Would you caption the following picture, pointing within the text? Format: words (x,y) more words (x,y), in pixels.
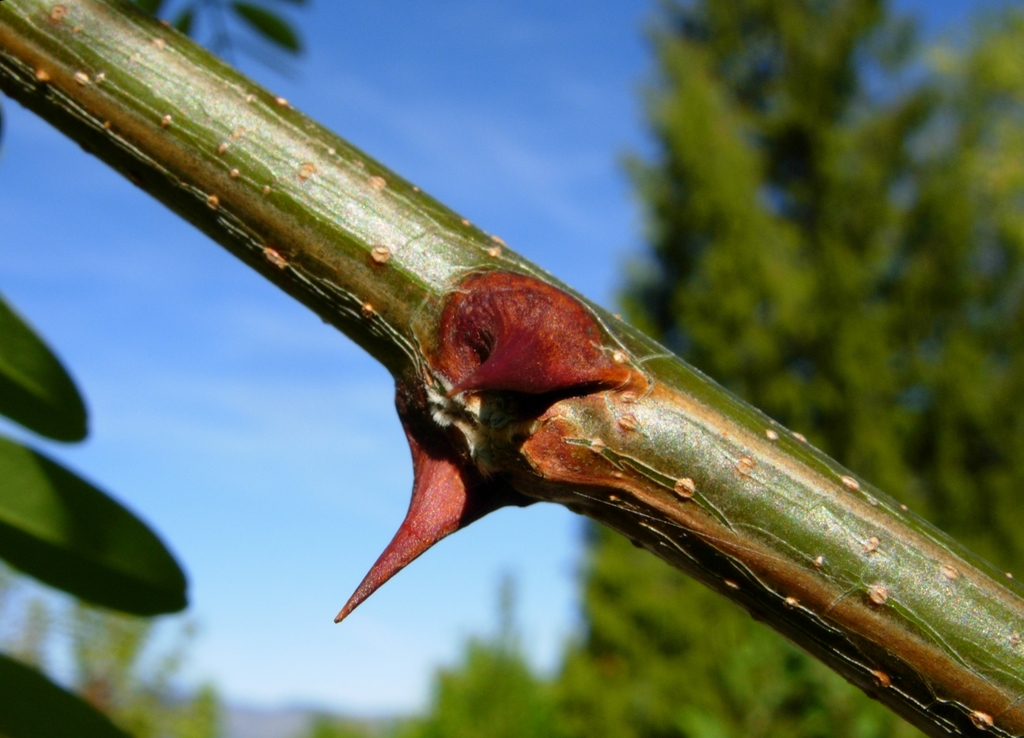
In the middle of this image (553,405), there is a green color branch (685,467) of a tree (126,54). In the background (800,373), there are trees (659,677) and there are clouds (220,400) in the blue sky (514,104).
